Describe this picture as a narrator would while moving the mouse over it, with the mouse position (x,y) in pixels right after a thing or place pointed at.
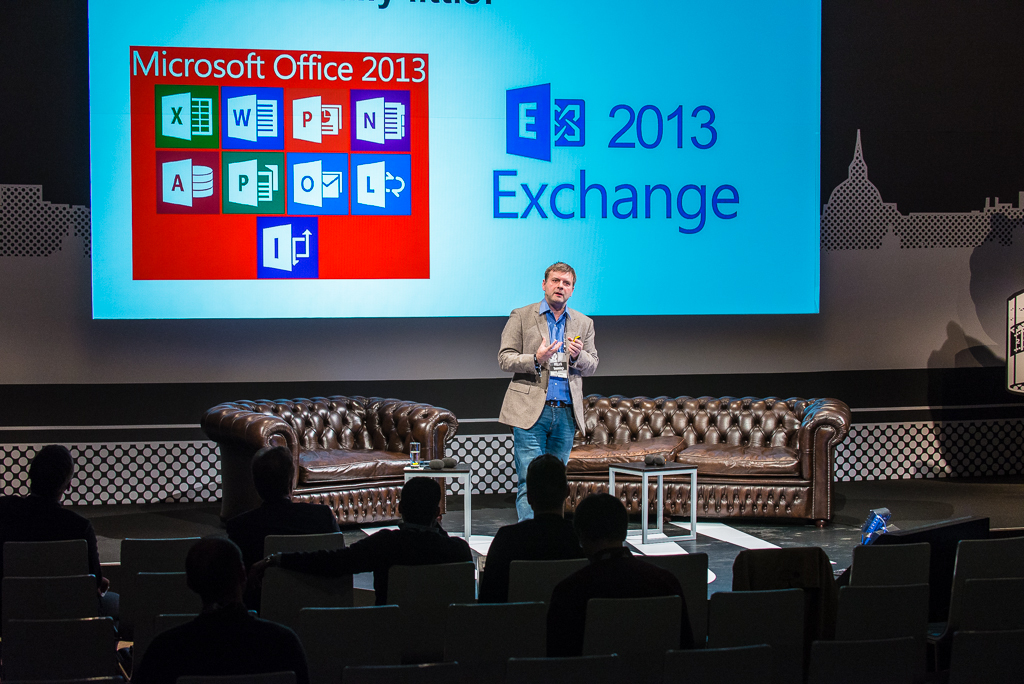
In this image in the front (589,643) there are empty chairs (466,613) and there are persons (484,584) sitting on the chair (429,580). In the center (523,427) there is a man (548,413) standing and speaking and there are empty sofas (609,445). In the background (363,205) there is a board (694,247) with some text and numbers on it and there is a wall (897,267).
